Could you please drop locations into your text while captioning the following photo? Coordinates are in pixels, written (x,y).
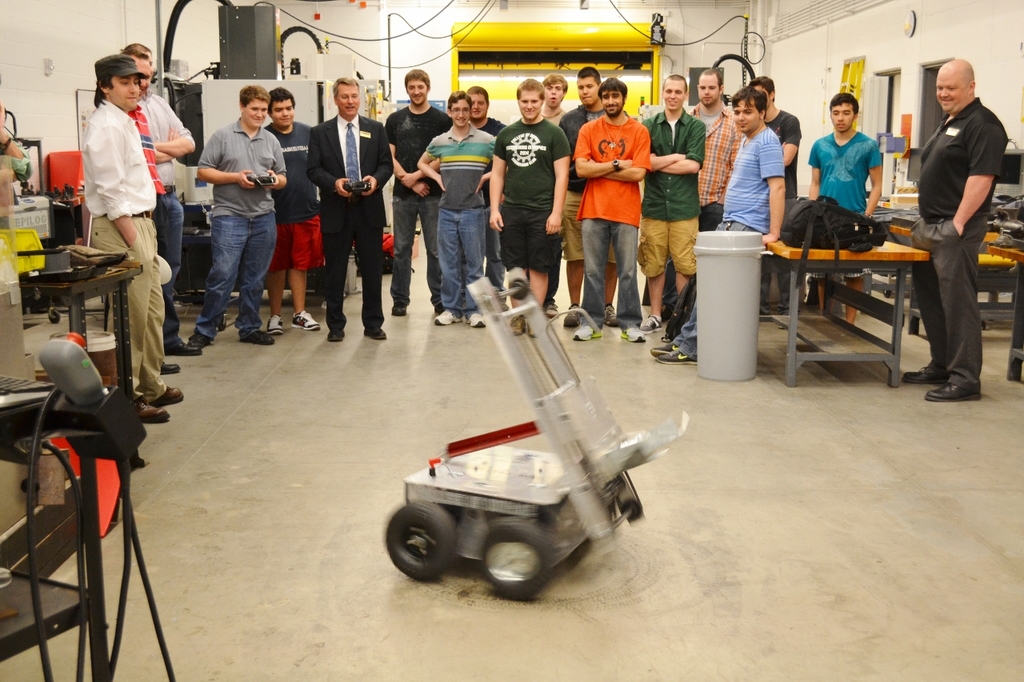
In this picture we can see the people (666,106) standing. We can see the men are holding remotes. We can see few objects (53,498), tables (793,325), wires (78,487) and boards (39,484). On the tables (832,263) we can see a bag (852,231) and few objects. We can see a vehicle (681,424) on the floor (560,588).
